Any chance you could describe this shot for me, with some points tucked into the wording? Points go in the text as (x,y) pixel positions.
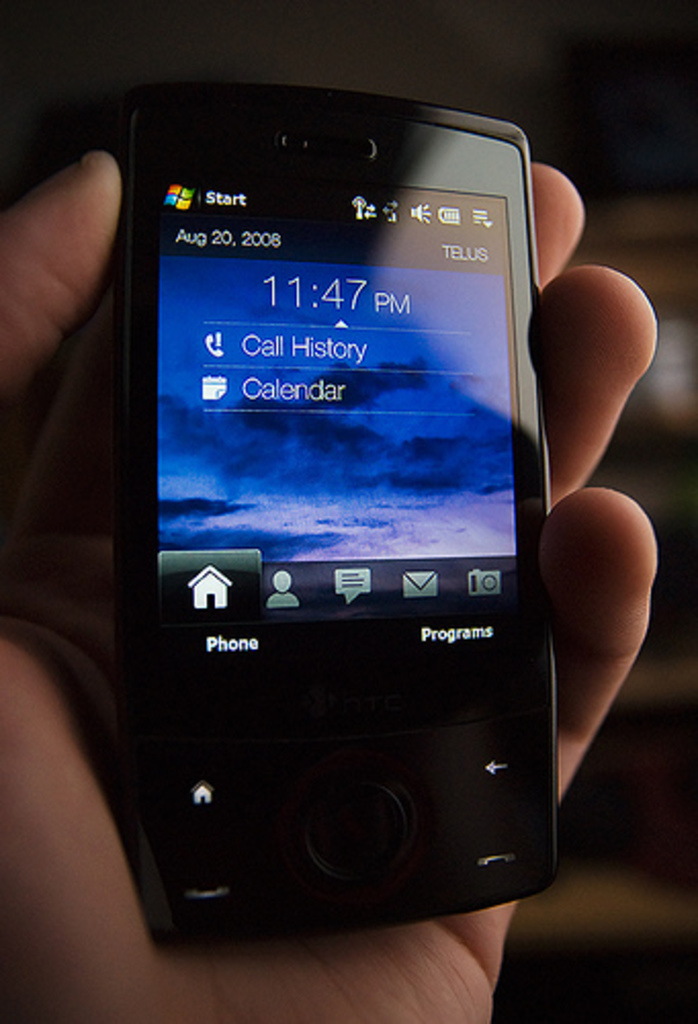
In the picture we can see a person hand (576,770) holding a mobile phone (259,685) which is black in color with a screen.
